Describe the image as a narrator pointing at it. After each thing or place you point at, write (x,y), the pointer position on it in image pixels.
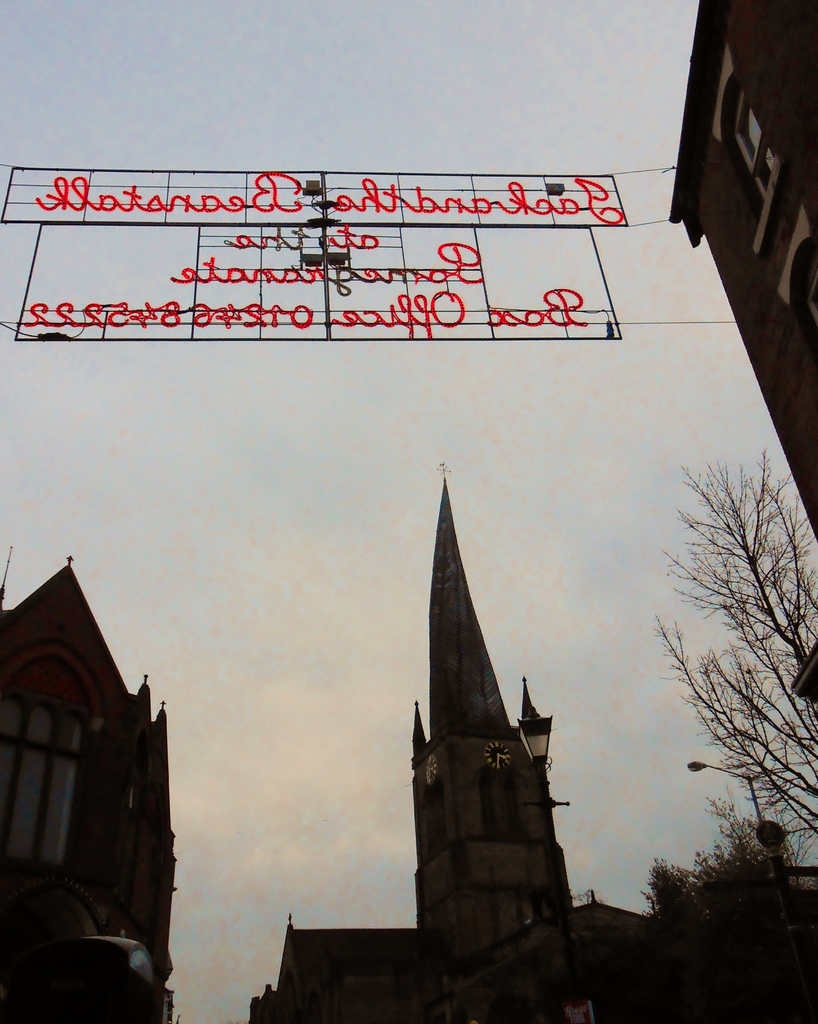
At the bottom of the picture (783,889), we see the trees (771,975), street light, pole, a building (136,916) and a church (450,854). On the right side (722,157), we see a building (745,38) in brown color. In the background (458,395), we see the sky (550,416). At the top (80,193), we see some text (233,201) written in red color.
